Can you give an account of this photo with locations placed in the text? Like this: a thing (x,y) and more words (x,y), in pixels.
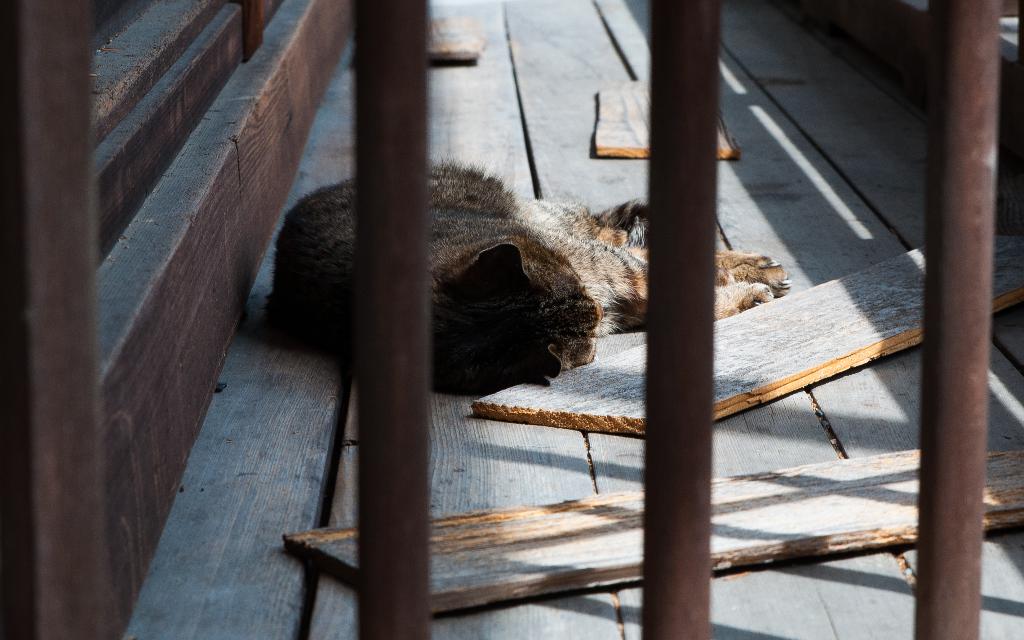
In this image from the metal rod grill (429,363), we can see a cat (586,270) sleeping on the wooden surface (451,414), beside the cat (512,259) there are some wooden sticks (560,403), behind the cat (463,189) there is a wooden stick (159,370).
